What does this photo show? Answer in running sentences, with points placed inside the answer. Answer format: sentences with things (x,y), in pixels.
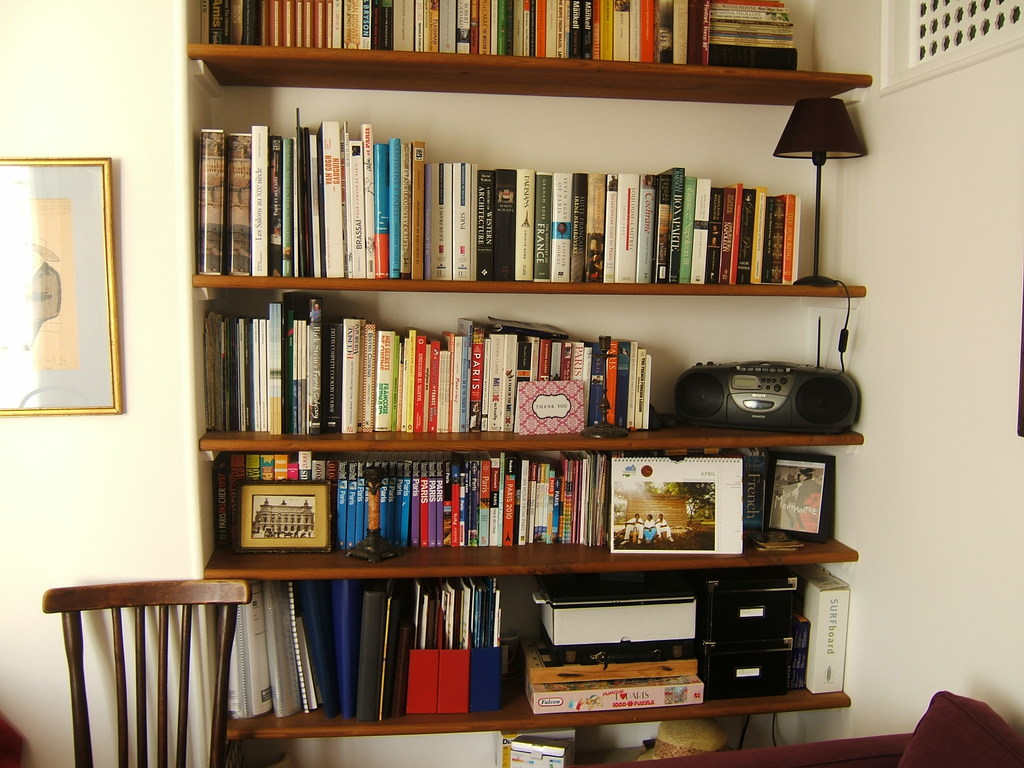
In this image I can see number of books (408,186) on these shelves (392,437). I can also see a black colour radio (855,394), a lamp (831,144), a frame (257,529) and few other things (730,574) on these shelves (719,433). Here I can see a chair (188,594) and on this wall (122,304) I can see a frame (85,224).
